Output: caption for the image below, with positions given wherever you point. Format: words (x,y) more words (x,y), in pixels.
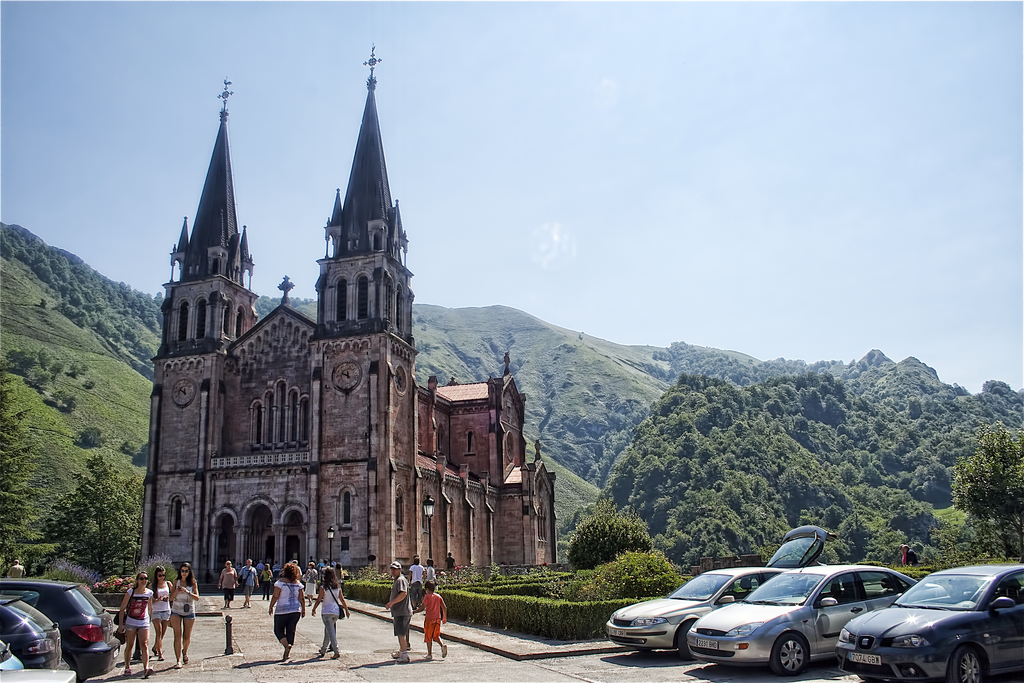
At the bottom of the picture (132,643), we see people (338,572) walking on the road (259,605). On either side of the picture, we see cars (719,635) parked on the road (824,663). On the right side (988,473), we see the shrubs (633,558) and trees (740,540). In the middle of the picture (371,295), we see the church (299,517). There are trees (117,303) and hills (645,363) in the background (902,410). At the top (684,118), we see the sky (711,183) and it is a sunny day.
